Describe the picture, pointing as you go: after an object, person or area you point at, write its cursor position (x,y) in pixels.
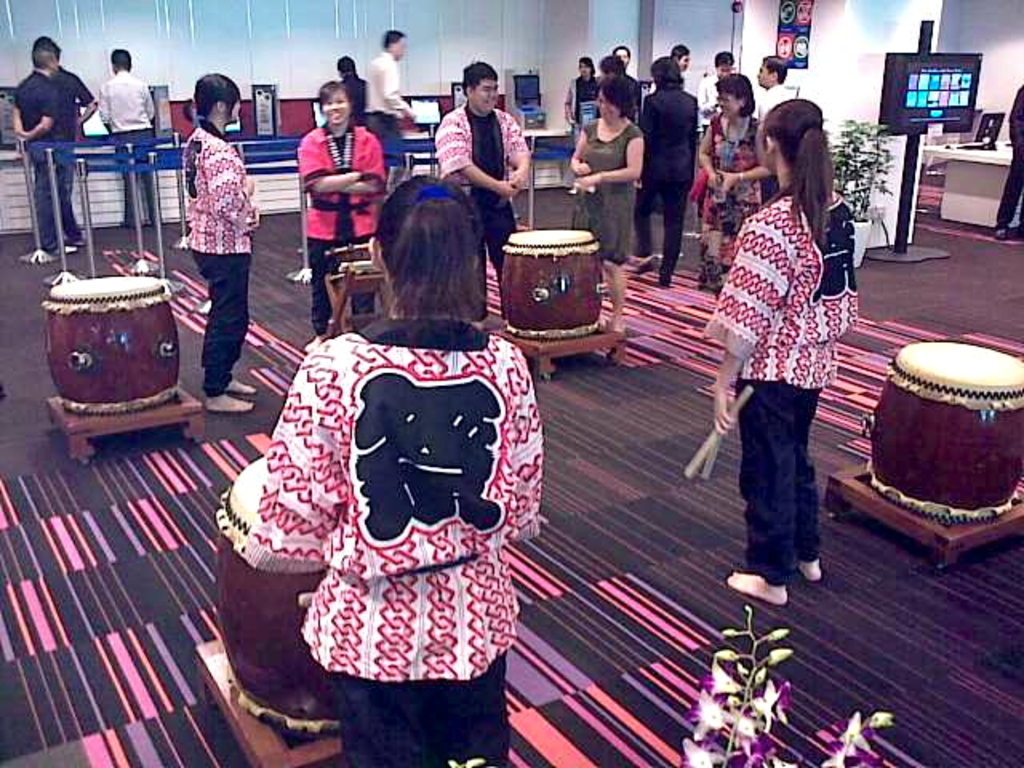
Group of people (654,72) standing and this person (745,379) holding sticks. We can see musical instruments (978,363) on the table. This is floor (595,504). On the background (469,40) we can see wall (968,25), monitors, television (959,101) with stand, houseplant (850,160).
